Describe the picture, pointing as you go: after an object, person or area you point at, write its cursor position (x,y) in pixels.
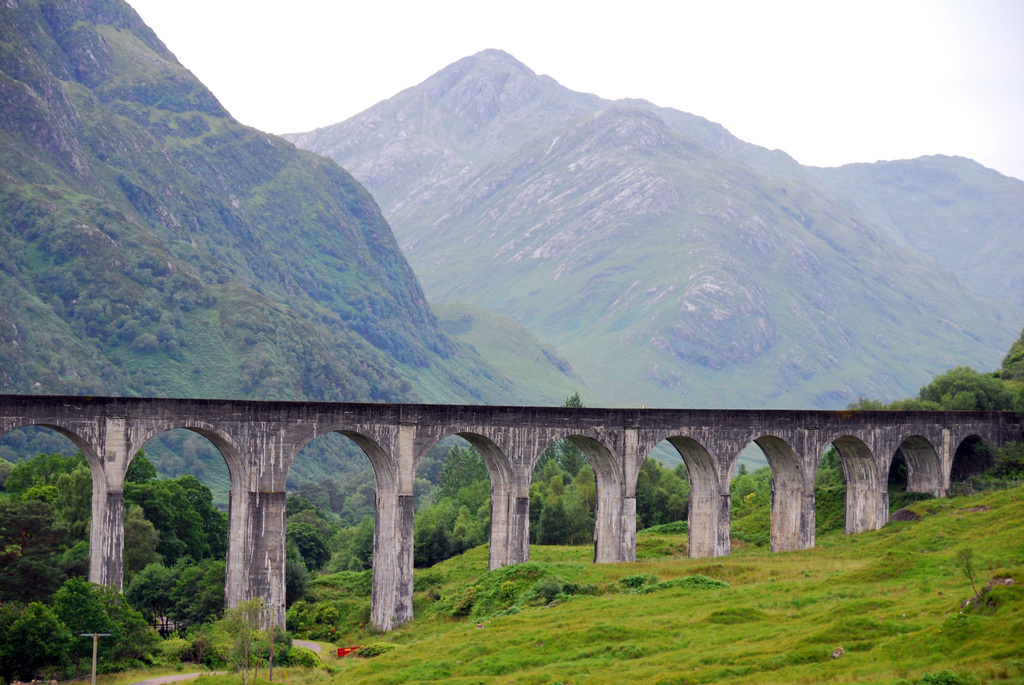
In this image in the center (545,418) there is one bridge (709,494), at the bottom (1002,539) there is grass (735,593) and some trees (213,618) and in the background (446,224) there are some mountains (579,274).
